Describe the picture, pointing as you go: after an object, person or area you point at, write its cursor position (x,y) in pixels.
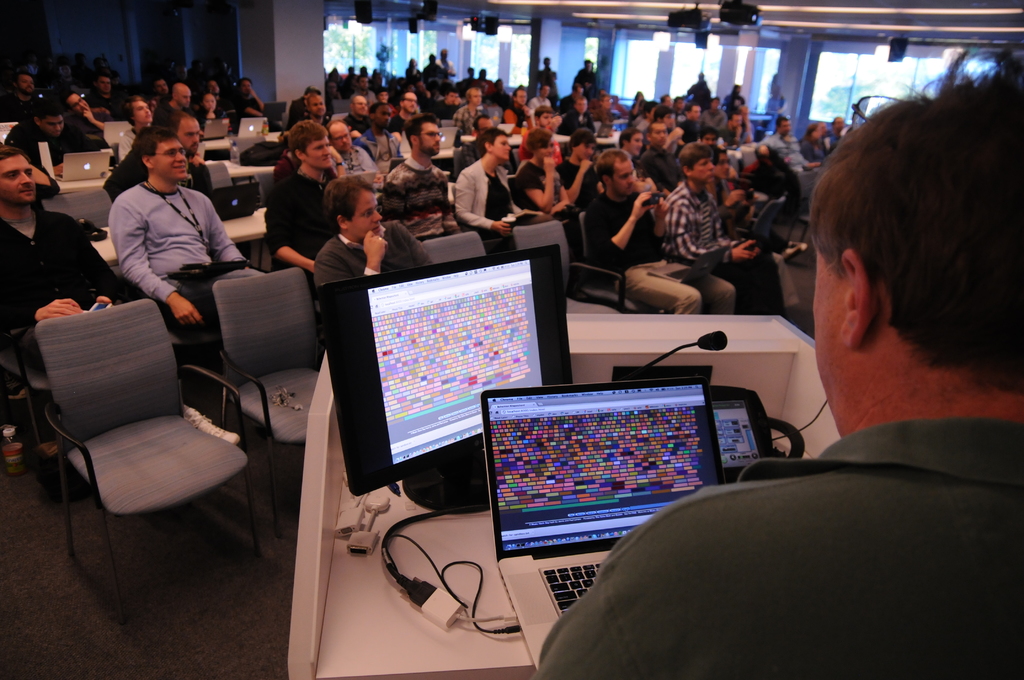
This image is taken from inside. In the foreground (890,483) there is a person (903,523), in front of the person (815,523) there is a table (809,397). On the table (329,609) there is a monitor (413,420), laptop (563,544) and some cables (422,549). In front of the person (732,547) there are other people (154,158) sitting on the chairs (264,181) and looking to the right side of the image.
